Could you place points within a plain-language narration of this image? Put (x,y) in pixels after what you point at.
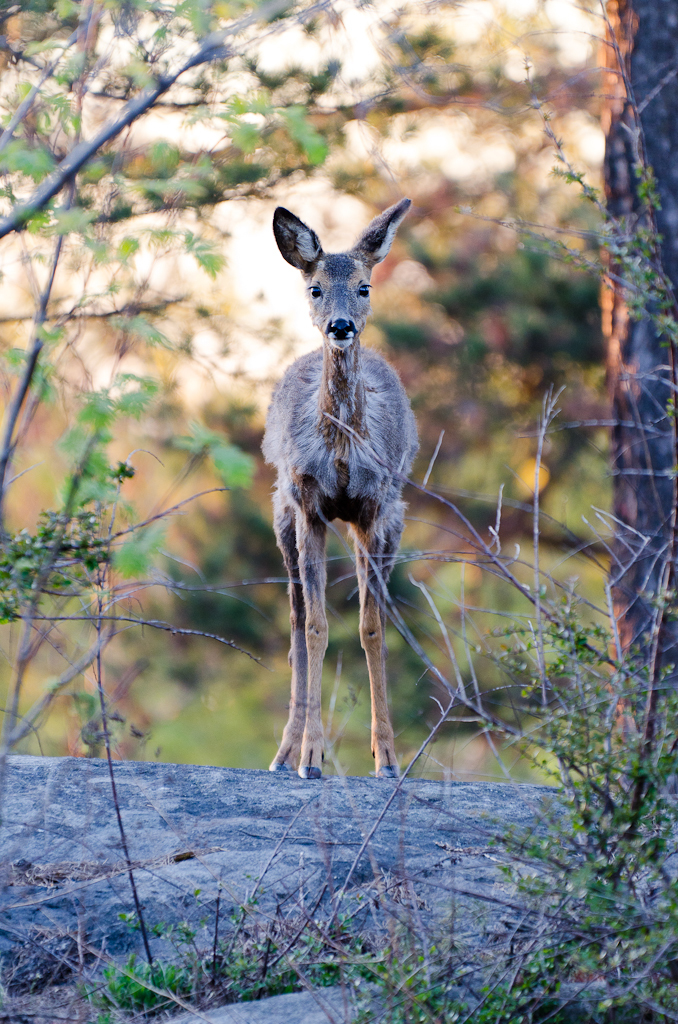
Background (481,187) portion of the picture is blur. In this picture we can see an animal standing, branches (4,462), green leaves (583,885) and on the right side (615,514) we can see a tree trunk (628,430).
